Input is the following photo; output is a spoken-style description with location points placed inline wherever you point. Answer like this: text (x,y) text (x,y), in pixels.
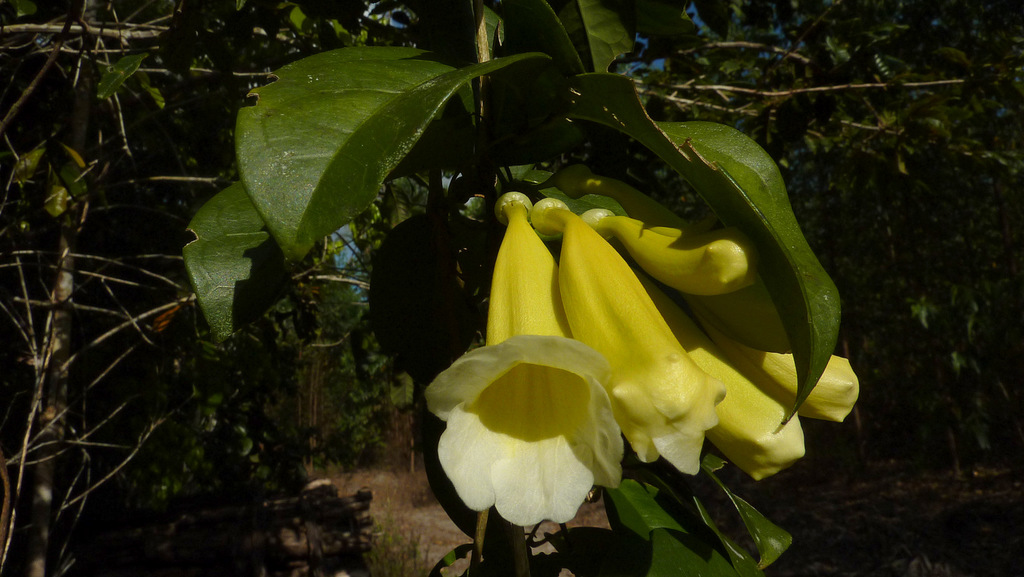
This picture shows trees (950,278) and we see flowers (474,464) and green Leaves (421,135). Flowers (466,360) are white and yellow in color.
